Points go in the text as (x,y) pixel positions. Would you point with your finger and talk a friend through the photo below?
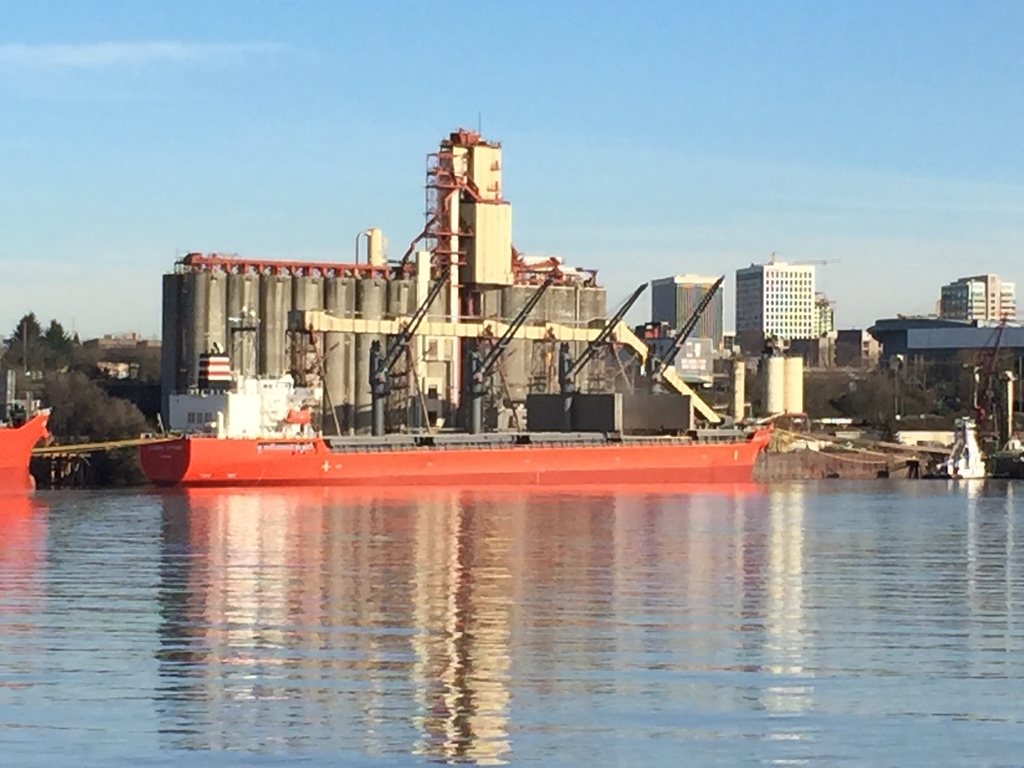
In this picture we can see ship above the water (353,535). In the background of the image (726,328) we can see buildings (907,327), trees (48,394), cranes (393,349) and sky (756,66).
